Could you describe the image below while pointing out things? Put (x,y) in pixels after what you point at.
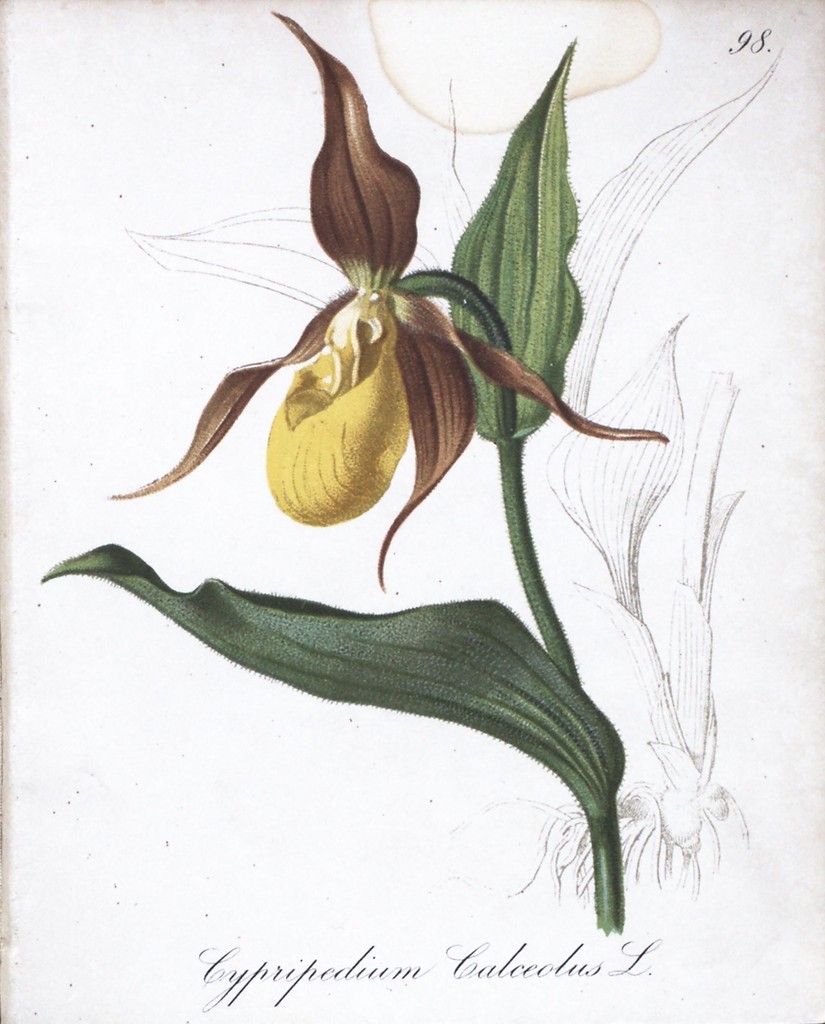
This image is a painting. In this we can see a flower (398,288).
